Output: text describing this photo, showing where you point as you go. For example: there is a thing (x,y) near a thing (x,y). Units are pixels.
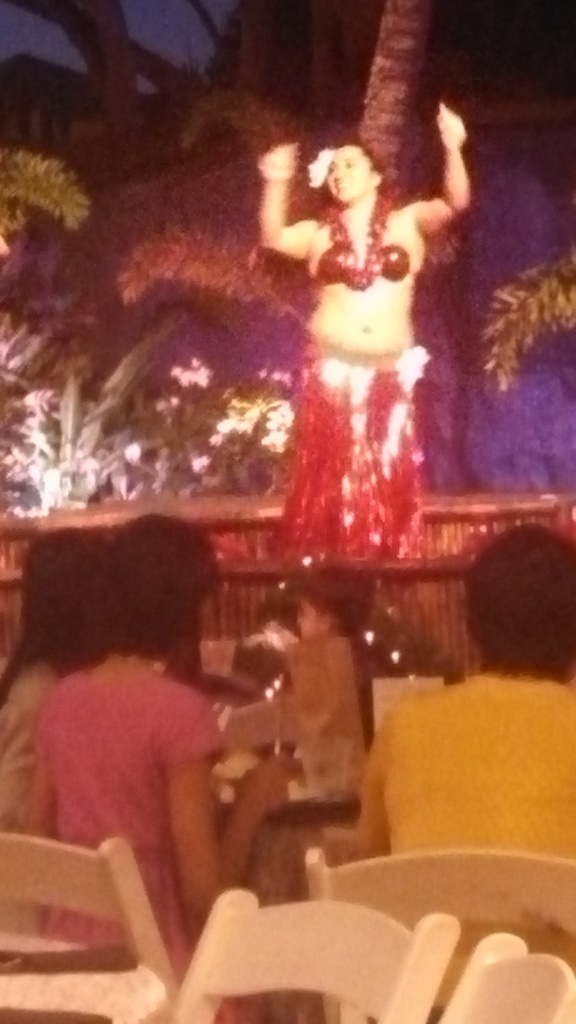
In this image there are group of people (256,799) sitting on the chairs (543,965), and in the background (496,350) there is a person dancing on the stage (568,503), trees (60,170), sky (206,52).
